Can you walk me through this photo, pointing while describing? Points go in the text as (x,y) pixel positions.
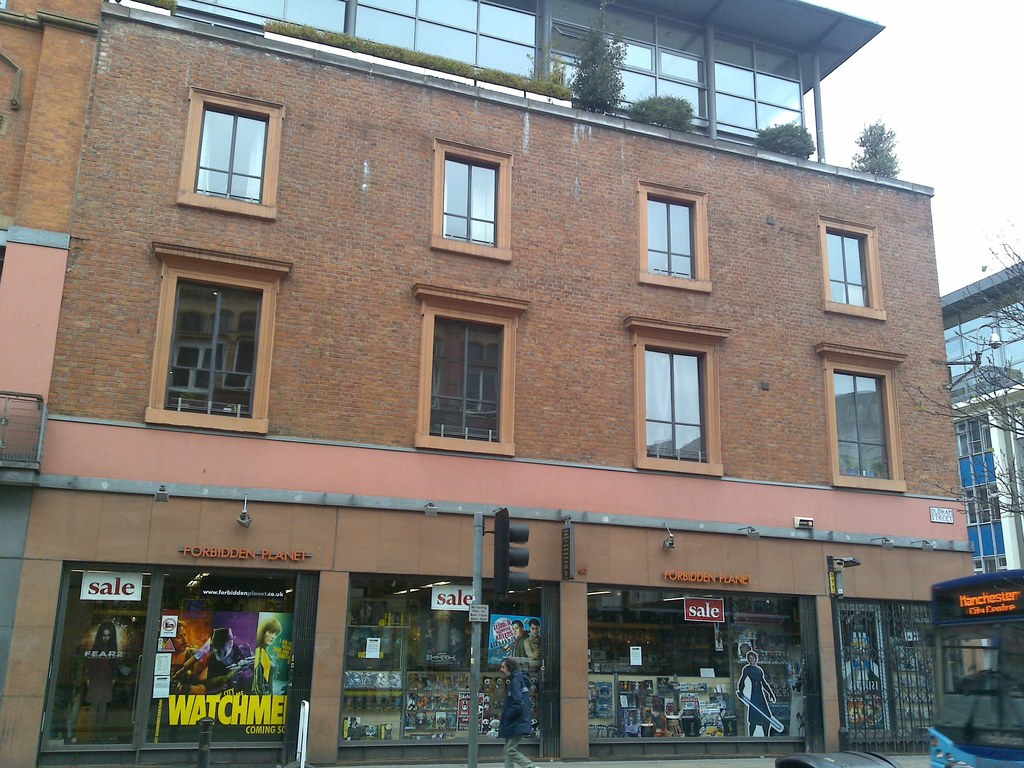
In this image in the center (547,370) there is a building (397,346) and on the top of the building (633,83) there are plants (650,116) and there are glasses (685,656) at the bottom of the building (174,660) with some text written on it and in front of the building (459,641) there are poles (474,653), there is a man (517,714) walking. On the right side (1011,430) there is a building (1010,377) and there are trees (997,399) and there is a bus (987,701) and the sky (940,111) is cloudy.
